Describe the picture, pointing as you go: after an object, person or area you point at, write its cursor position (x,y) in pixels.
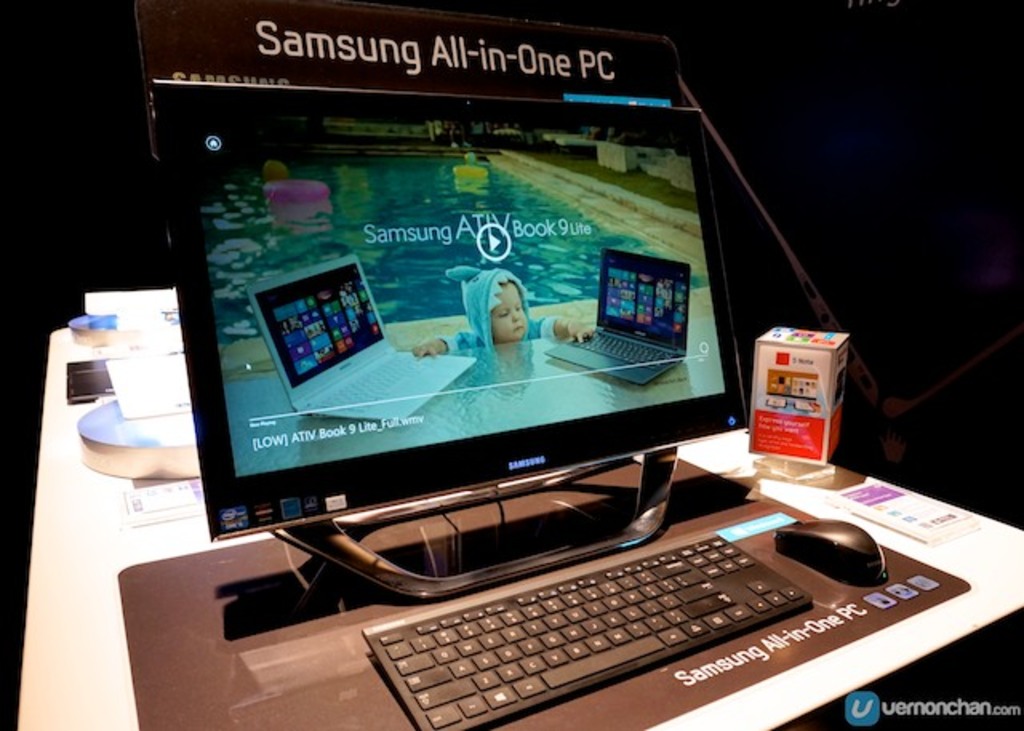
In the image there is a monitor (370,174) with keyboard (654,611), mouse (830,564) in front of it and a box (780,364) beside it on a table (107,523) and behind it there are some accessories (130,387) on the table (65,636).
